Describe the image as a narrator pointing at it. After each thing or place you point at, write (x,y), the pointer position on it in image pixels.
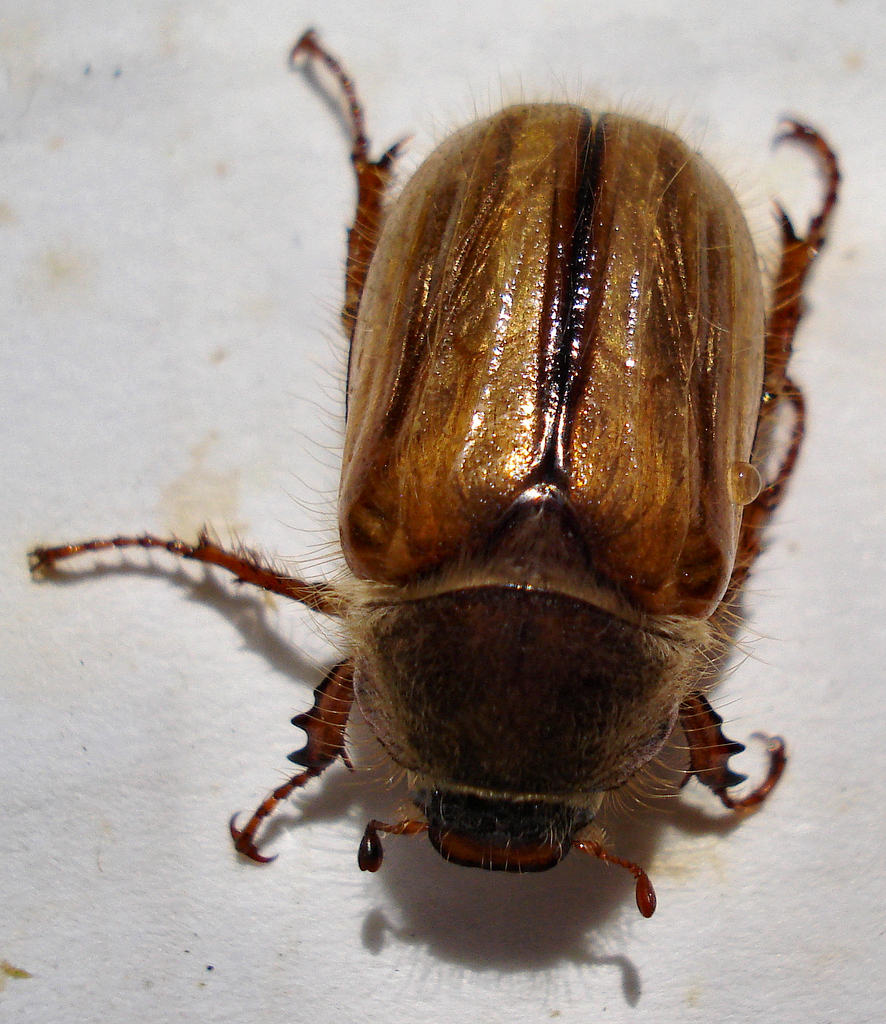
In this image, we can see an insect (240,564) on the white surface (194,891).
